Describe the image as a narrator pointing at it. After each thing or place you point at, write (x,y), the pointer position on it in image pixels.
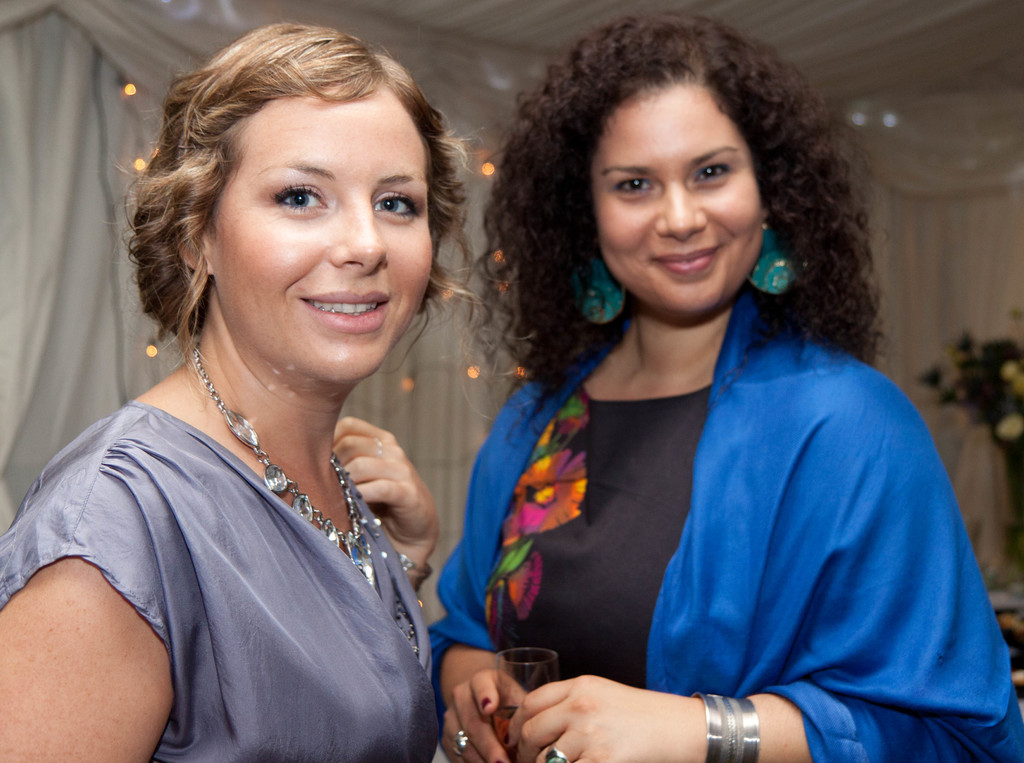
In this image we can see this woman (167,635) wearing dress (388,631) and necklace (368,545) is smiling and this woman (694,548) wearing blue and black dress (624,503), earring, bangles (729,717) is holding a glass (499,726) with drink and smiling. The background of the image (24,62) is slightly blurred, where we can see the curtains (56,62), lights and the flower vase (1018,444) here.
